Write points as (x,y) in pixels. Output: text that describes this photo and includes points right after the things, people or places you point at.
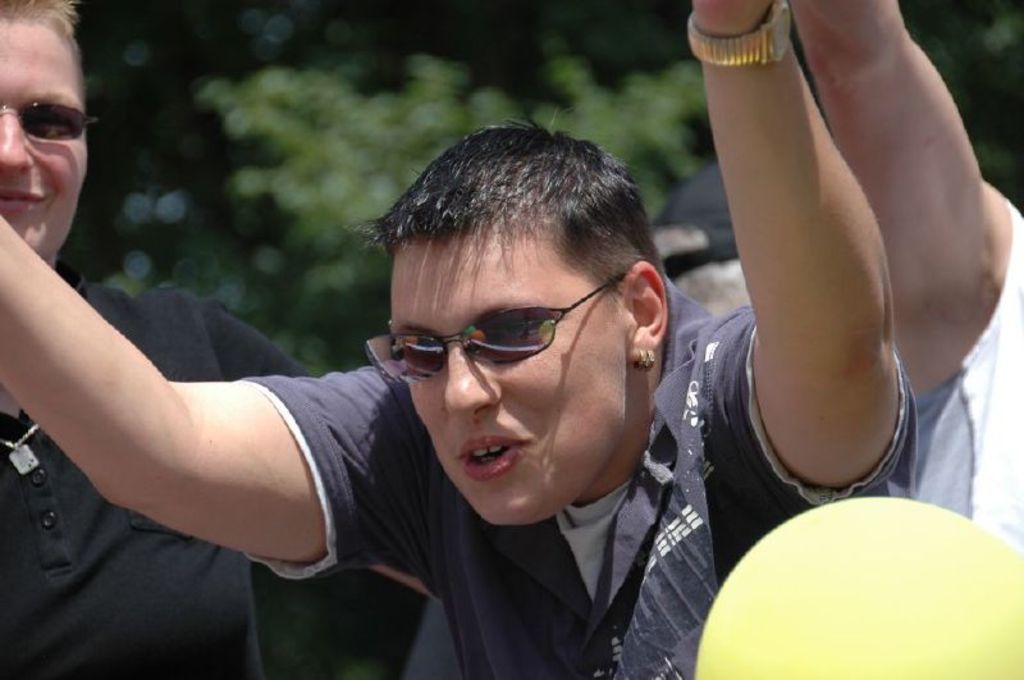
In the image we can see there are people (497,393) standing and they are wearing sunglasses (76,136).
